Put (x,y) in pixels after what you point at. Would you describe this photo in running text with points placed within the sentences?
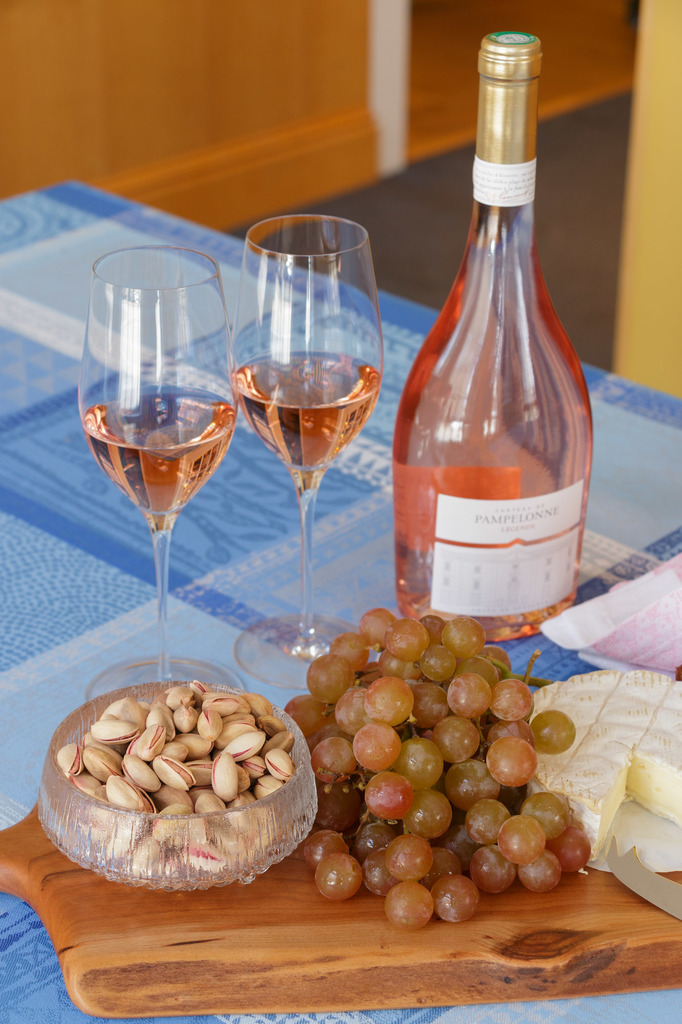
There is a table (317,553). There is a two wine glasses (299,281), bottle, grapes (382,626), cheese (582,699), pistachios (209,778) and tissue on a table (316,570). We can see in background (192,218) wood (119,24) and yellow color wall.
